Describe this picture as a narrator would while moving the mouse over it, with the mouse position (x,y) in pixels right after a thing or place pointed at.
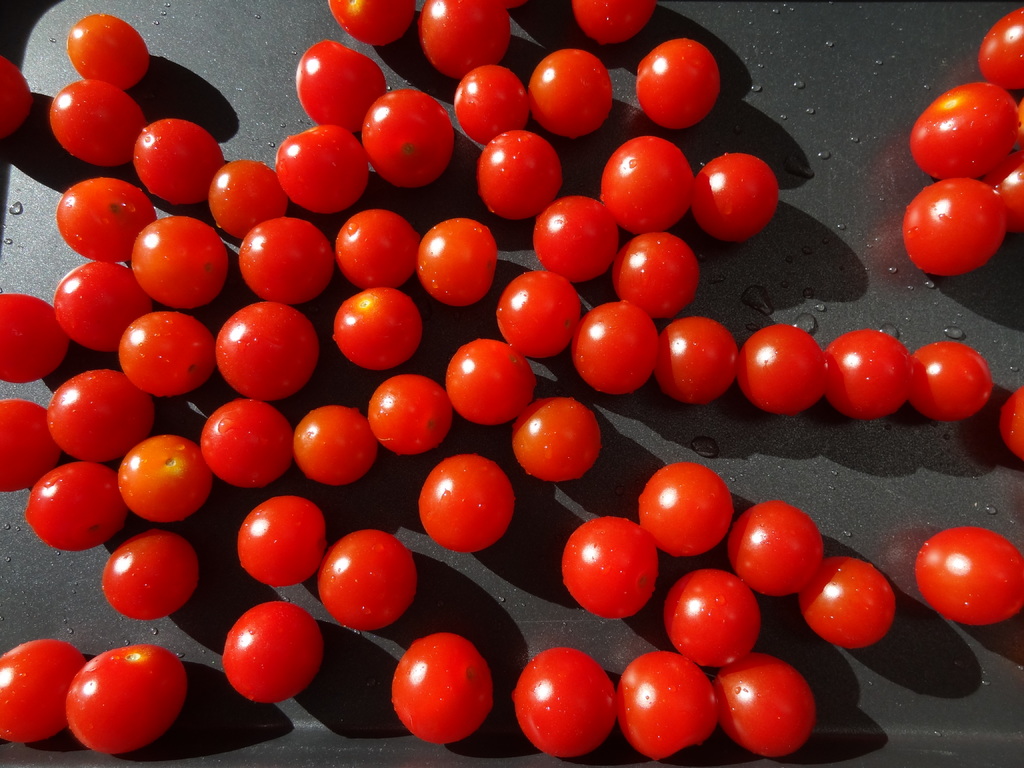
In this picture we can see a group of tomatoes (341,350) and water drops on the black surface (155,55).
